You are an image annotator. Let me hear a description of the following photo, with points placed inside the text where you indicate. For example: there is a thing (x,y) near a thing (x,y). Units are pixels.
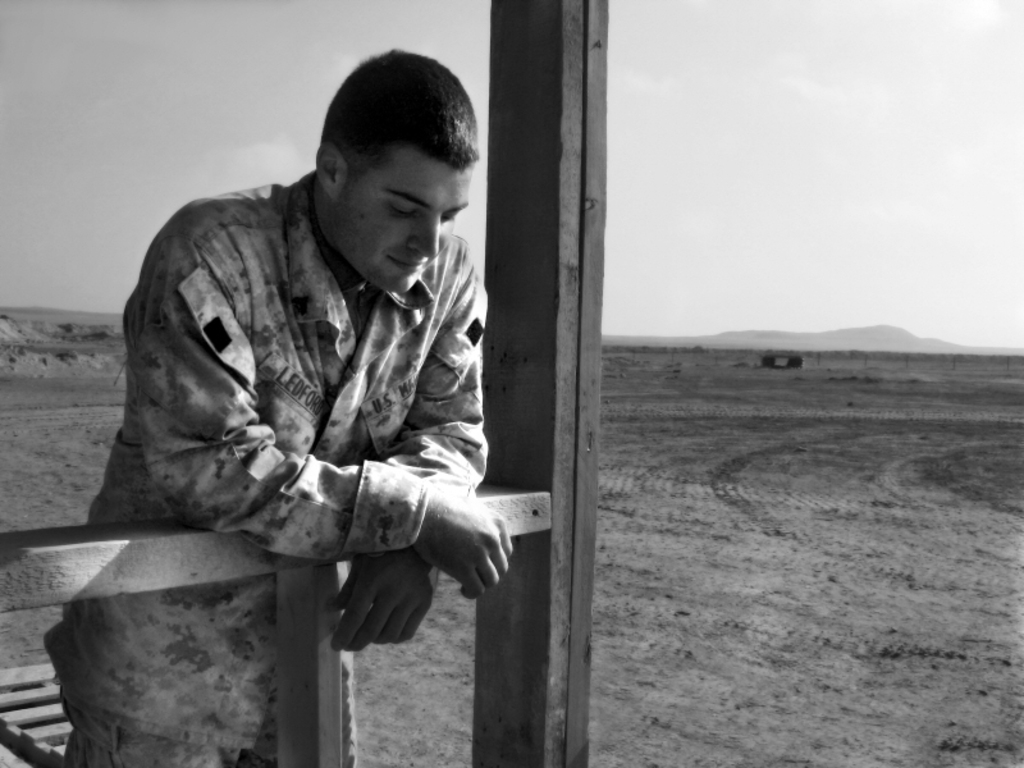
In this picture we can see a man (220,451) and some wooden objects (505,636). We can see the sky (828,103).
